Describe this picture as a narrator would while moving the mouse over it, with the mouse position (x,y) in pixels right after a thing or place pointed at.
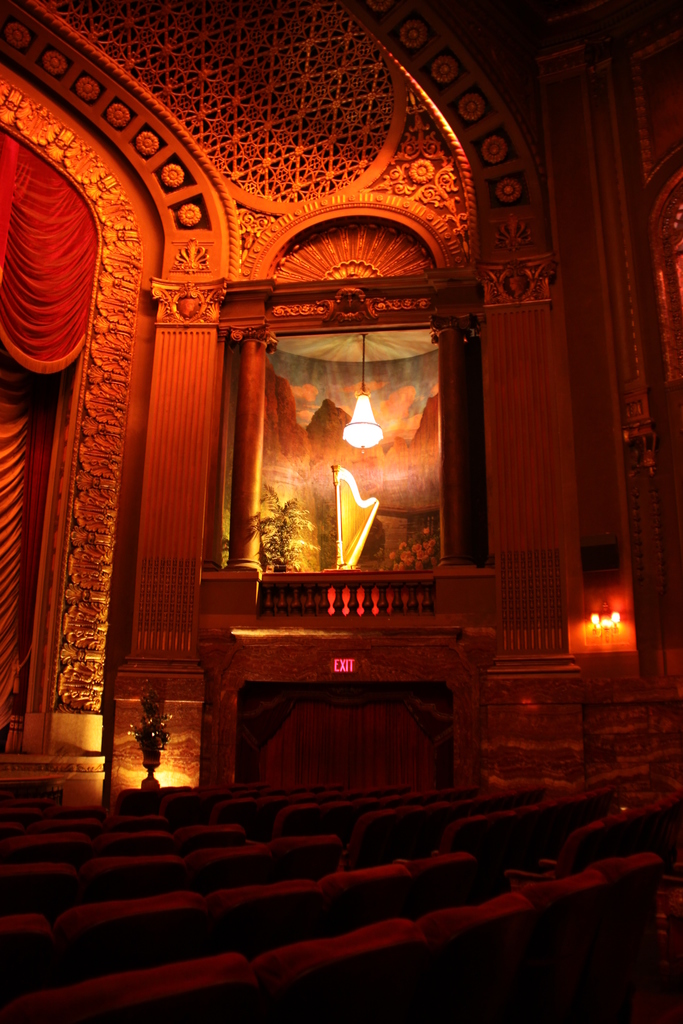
In this picture we can see chairs (6,808), house plants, lights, pillars (173,702), board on the wall (139,766), railing (355,601) and object (594,571). On the left side of the image (11,212) we can see curtains (22,211). At the top of the image (263,100) we can see designed roof (417,77).
